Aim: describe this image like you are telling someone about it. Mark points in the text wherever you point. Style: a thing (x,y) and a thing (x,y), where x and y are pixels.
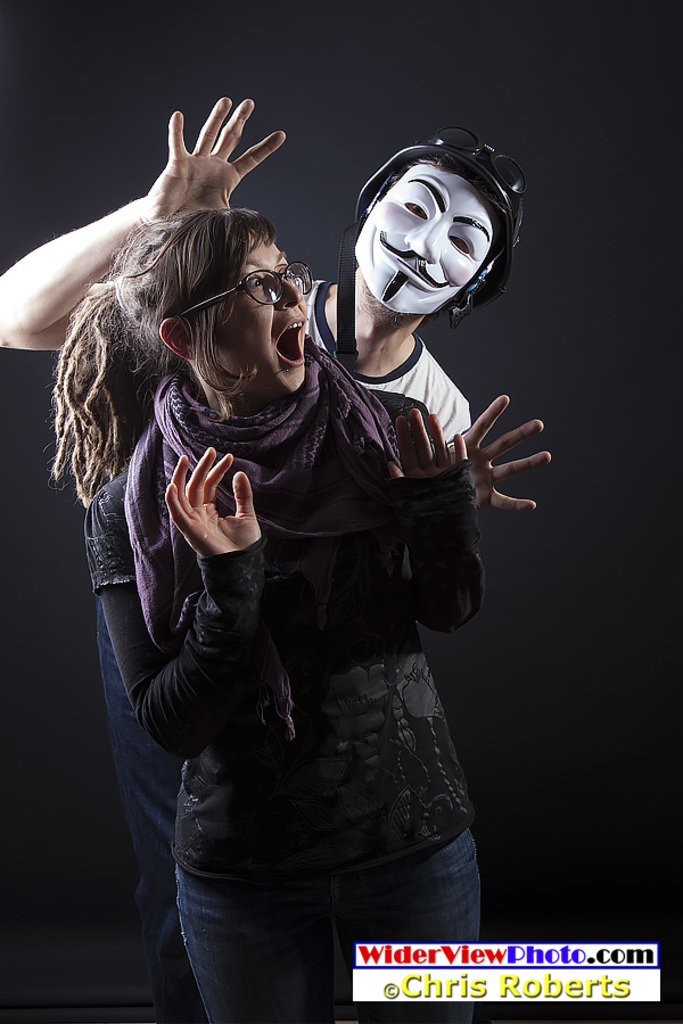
In this picture, there is a woman (245,773) in the center (358,584). She is wearing a black top (361,760) and purple scarf (299,398). Behind her, there is a man (409,181) wearing a mask (393,236) and white t shirt (438,389). At the bottom (545,957), there is a text (578,948).
